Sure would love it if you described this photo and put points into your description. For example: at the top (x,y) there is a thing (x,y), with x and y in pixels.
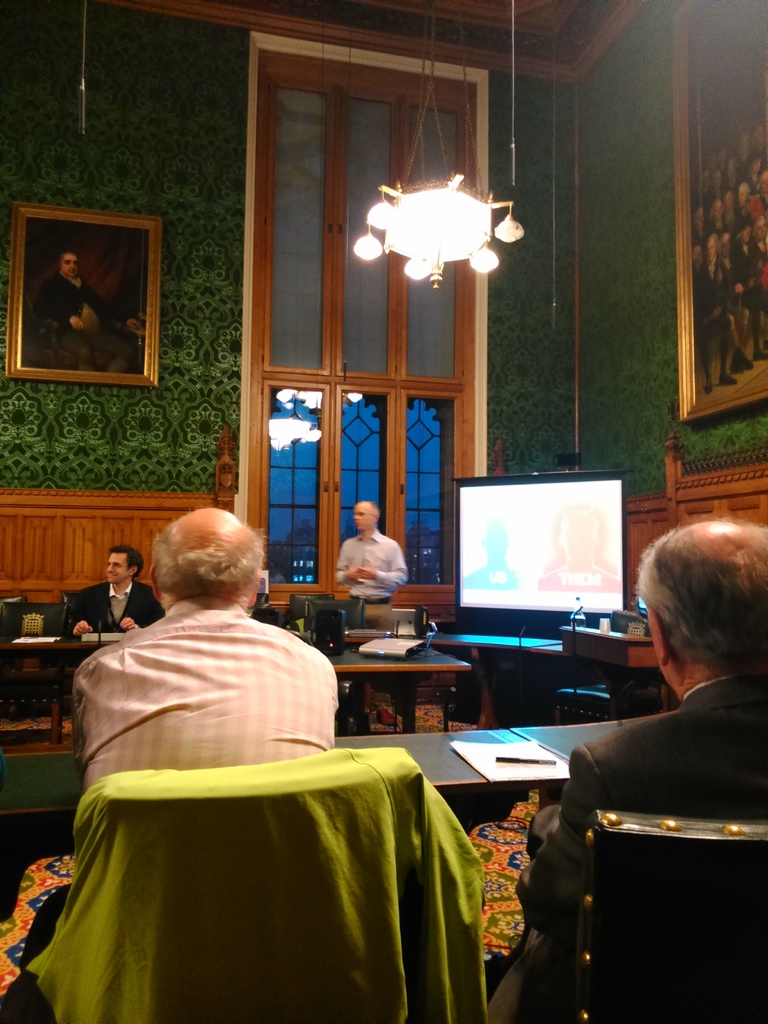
In this image there are a few people (197,733) sitting on the chairs (614,890) at the tables (418,754). On the tables (444,761) there are laptops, papers (494,746) and pens (502,760). Behind them there is a wall (189,408). There are picture frames (699,327) on the wall (672,317). There is a chandelier (430,222) hanging to the ceiling (401,3). There are windows (365,460) to the wall (602,403). In front of the wall (596,465) there is a projector board (519,563). Beside the board (510,571) there is a man (381,536) standing.
